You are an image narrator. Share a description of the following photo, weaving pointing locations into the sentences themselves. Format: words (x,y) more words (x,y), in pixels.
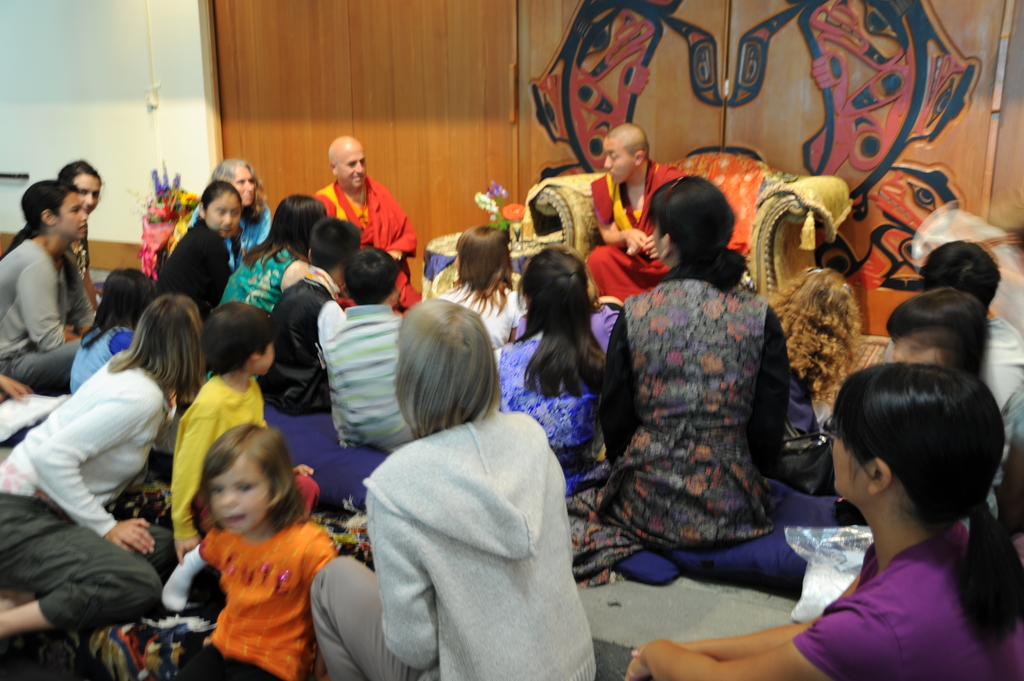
In this picture I can see few people (361,337) seated and a man (626,179) seated on the chair (745,229) and I can see doors (825,114) on the back (729,47).
